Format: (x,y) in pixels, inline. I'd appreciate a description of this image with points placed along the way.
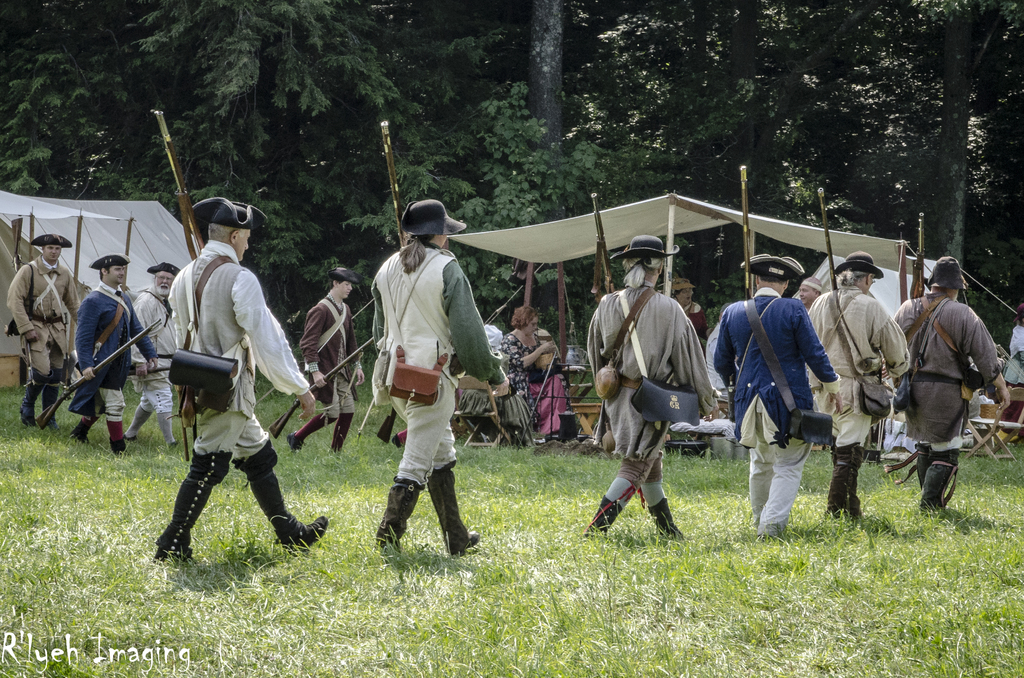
In the background (380,84) we can see trees (498,50). In this picture we can see tents (681,207), poles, chairs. We can see men (840,400) wearing bags (205,374) and holding guns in their hands (505,379). We can see few people (563,391) are sitting. In the bottom left corner of the picture (153,655) we can see there is something written.
